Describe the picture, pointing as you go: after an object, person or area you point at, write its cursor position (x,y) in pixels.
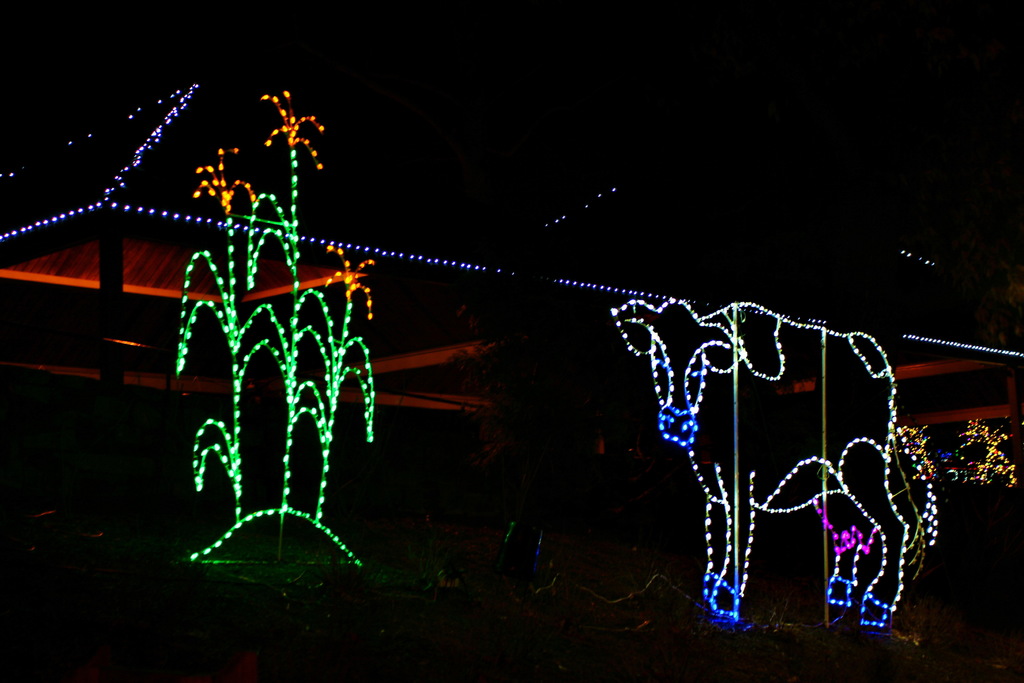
In this image in the background (153,165) there might be a building (106,301), in front of building (696,278) there are lighting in the form of tree (251,351) and animal (844,550).
